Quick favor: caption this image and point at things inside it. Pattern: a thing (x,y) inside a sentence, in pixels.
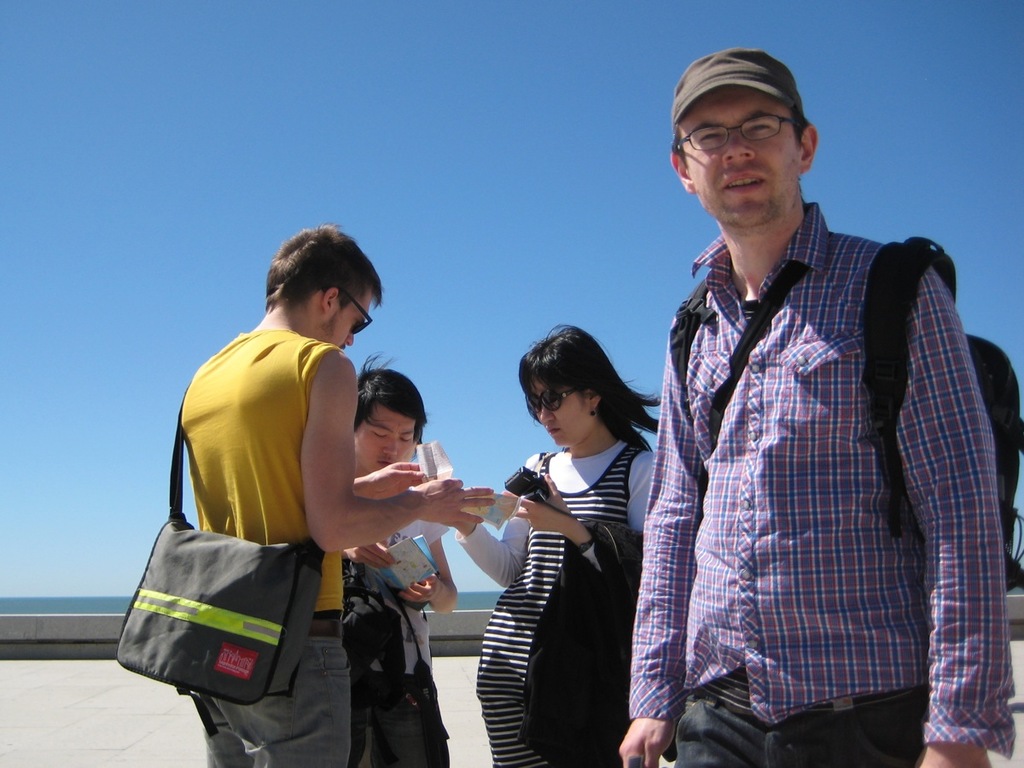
In this image, at the right side (985,659) there is a man (766,158) standing and he is wearing specs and a hat (759,82), he is carrying a bag (1002,356), there are some people (410,454) standing, at the top (187,202) there is a blue color sky (291,148).
